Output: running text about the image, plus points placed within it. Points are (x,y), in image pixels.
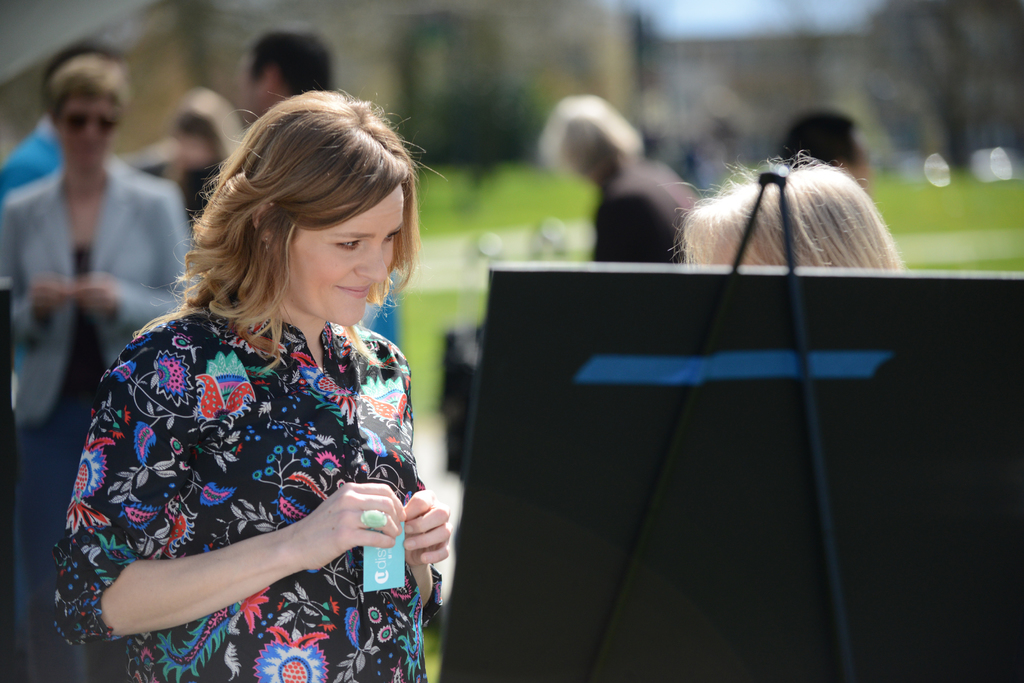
In the image we can see a woman (263,336) standing, wearing clothes (333,412), finger ring (373,518) and she is smiling, she is holding a paper (377,567) in her hand (336,545). Behind her we can see there are many other people (603,128) standing, wearing clothes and the background (422,92) is blurred.
